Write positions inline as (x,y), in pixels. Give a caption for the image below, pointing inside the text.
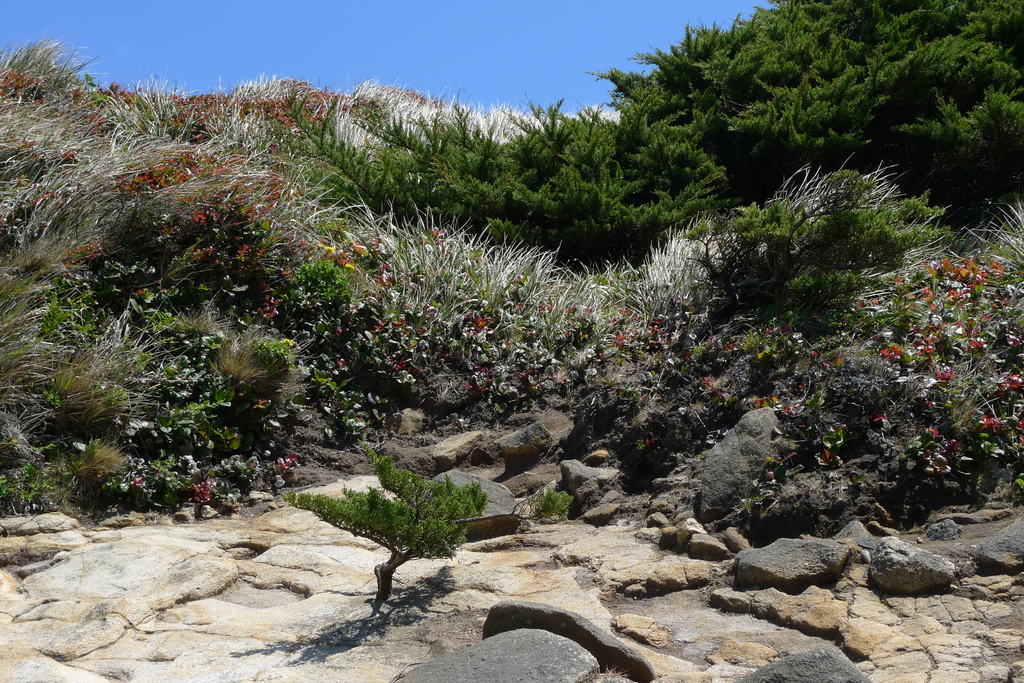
This image consists of many plants (619,296). And there are flowers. At the bottom (428,614), there are rocks (485,640). At the top (405,29), there is sky (390,65).
